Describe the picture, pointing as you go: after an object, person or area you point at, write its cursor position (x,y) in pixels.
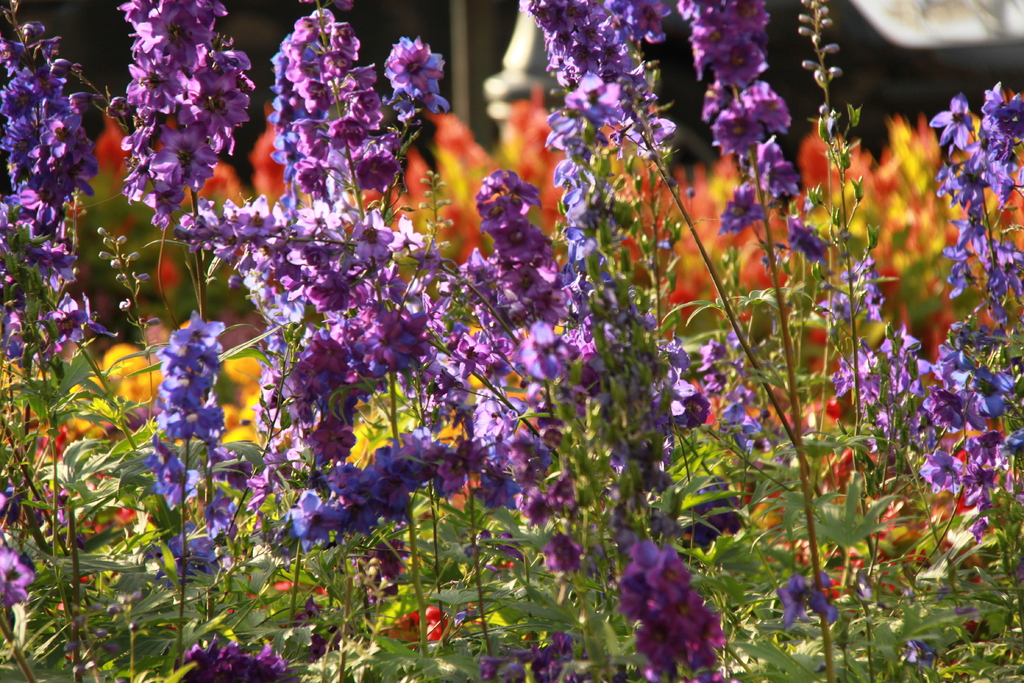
In the image there are beautiful flower plants (628,458) with purple flowers (499,278) and the background of the plants (743,154) is blur.
